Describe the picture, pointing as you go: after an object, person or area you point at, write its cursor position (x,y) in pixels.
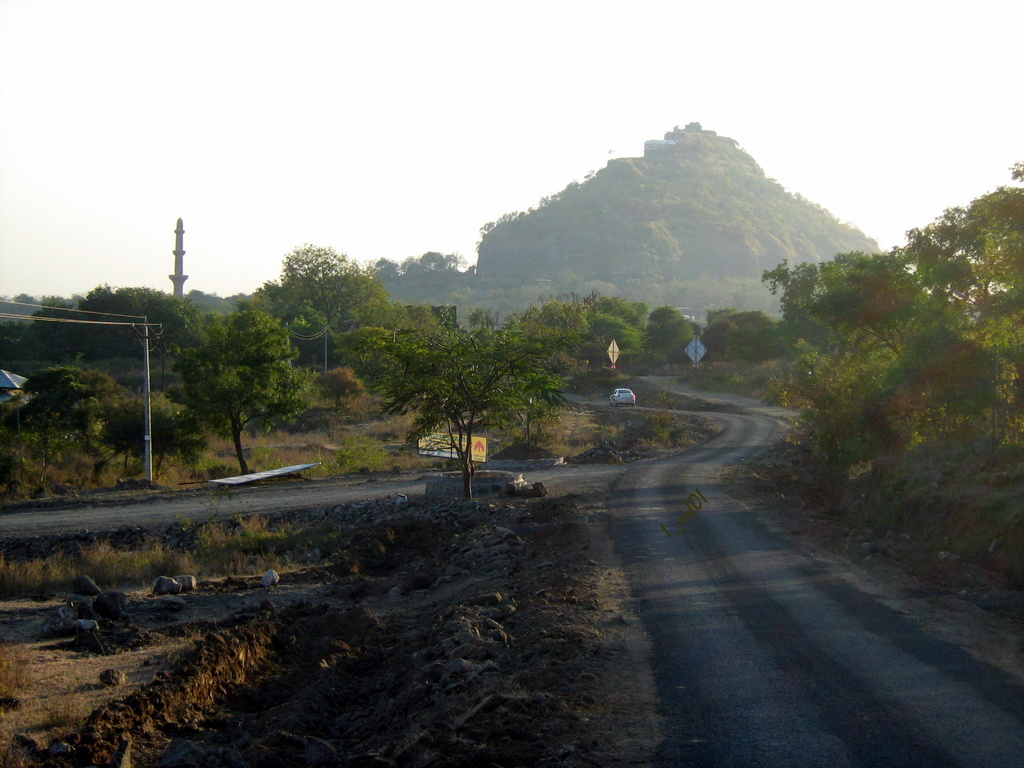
This picture is clicked outside the city. At the bottom of the picture (733,628), we see the road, sand (509,660) and stones (510,615). Here, we see a white car (622,399) is moving on the road (653,406). Beside that, there are two boards (699,351) which are in red and blue color. There are many trees (369,350) and a tower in the background (339,317). On the left side of the picture (143,323), we see an electric pole (146,353) and the wires (141,317).
